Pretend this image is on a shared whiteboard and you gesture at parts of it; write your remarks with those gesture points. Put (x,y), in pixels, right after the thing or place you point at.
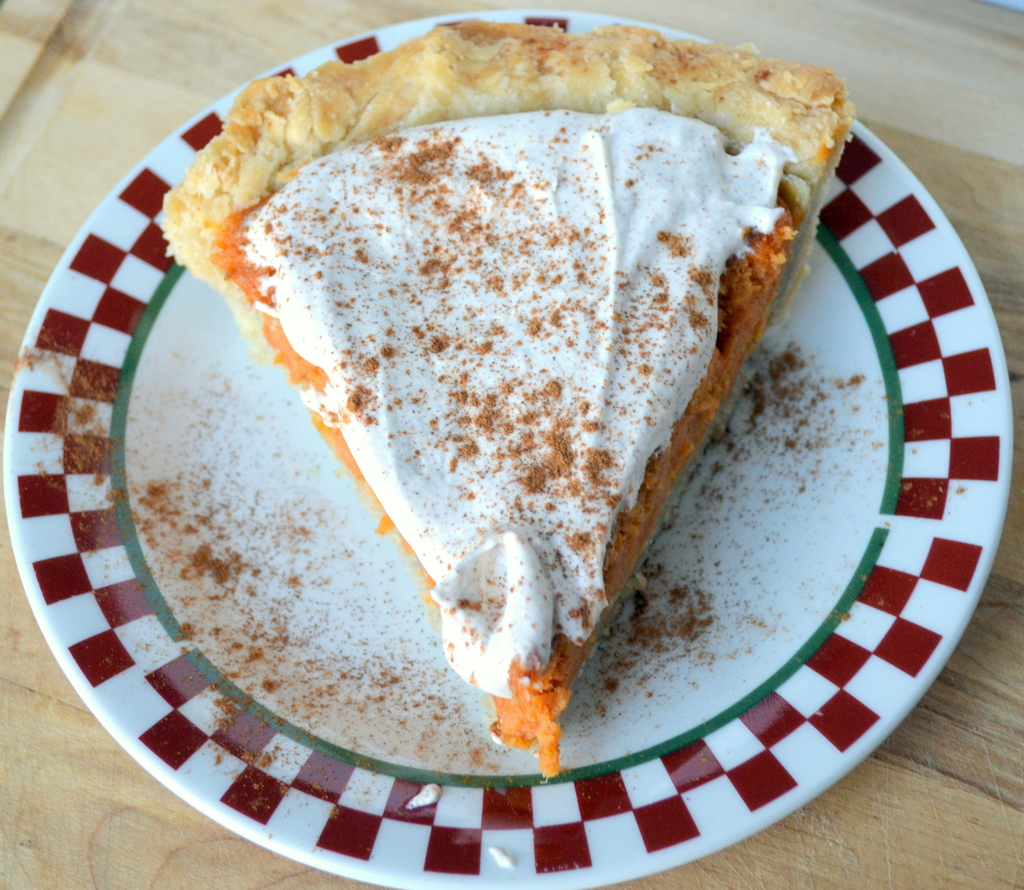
On this plate (320,698) we can see a food (506,671) in triangular shape. This plate (894,326) is kept on a wooden surface (71,93).
